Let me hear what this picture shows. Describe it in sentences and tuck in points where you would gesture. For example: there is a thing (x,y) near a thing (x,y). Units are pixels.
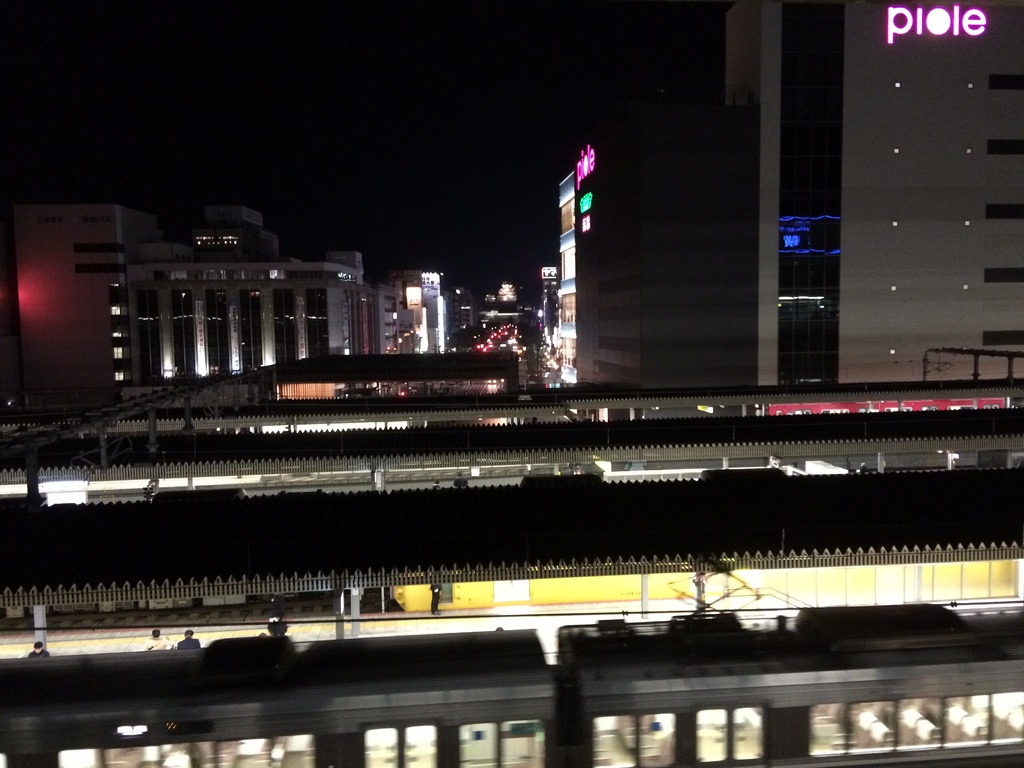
In this picture we can see a train (306,754), shelters (219,594), buildings (275,359), lights (552,364), some objects (352,593) and some people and in the background (477,212) it is dark.
